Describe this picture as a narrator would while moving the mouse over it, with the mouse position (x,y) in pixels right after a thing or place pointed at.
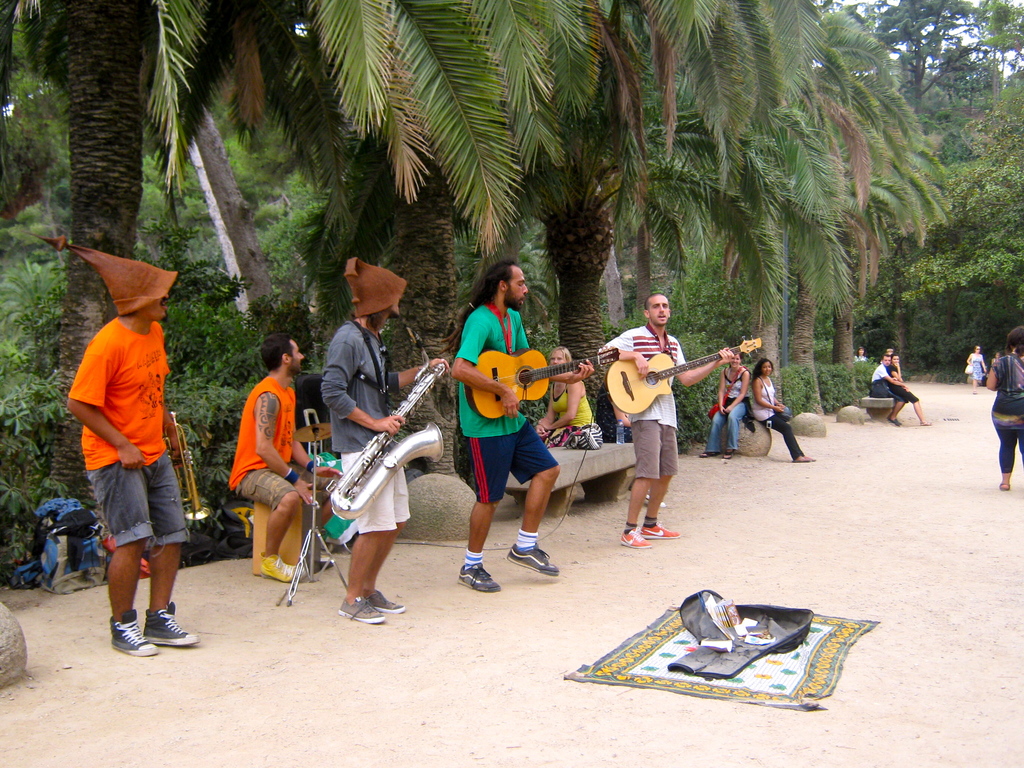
A group of people (115,367) are playing musical instruments (522,364) by the side of a road (767,546).
